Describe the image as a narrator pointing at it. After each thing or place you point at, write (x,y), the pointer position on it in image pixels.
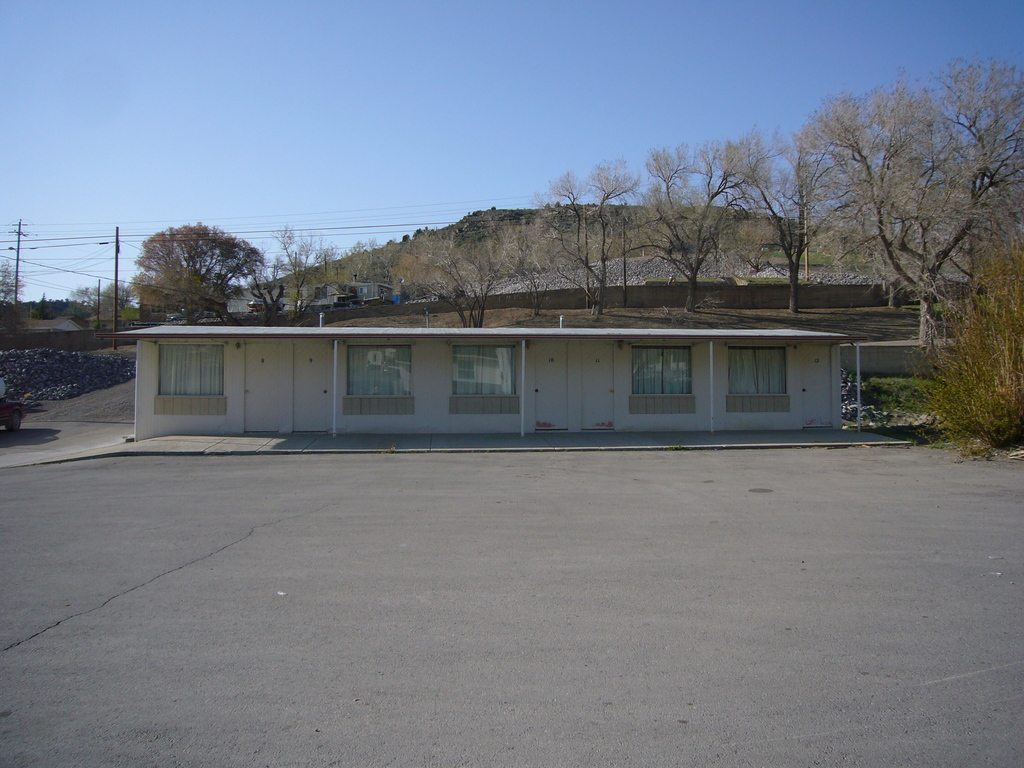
This image is clicked outside. There are trees (62,309) in the middle (474,318). There is a house (445,427) in the middle (622,415). It has windows (489,387). There are poles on the left side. There is sky (433,69) at the top (238,170).
